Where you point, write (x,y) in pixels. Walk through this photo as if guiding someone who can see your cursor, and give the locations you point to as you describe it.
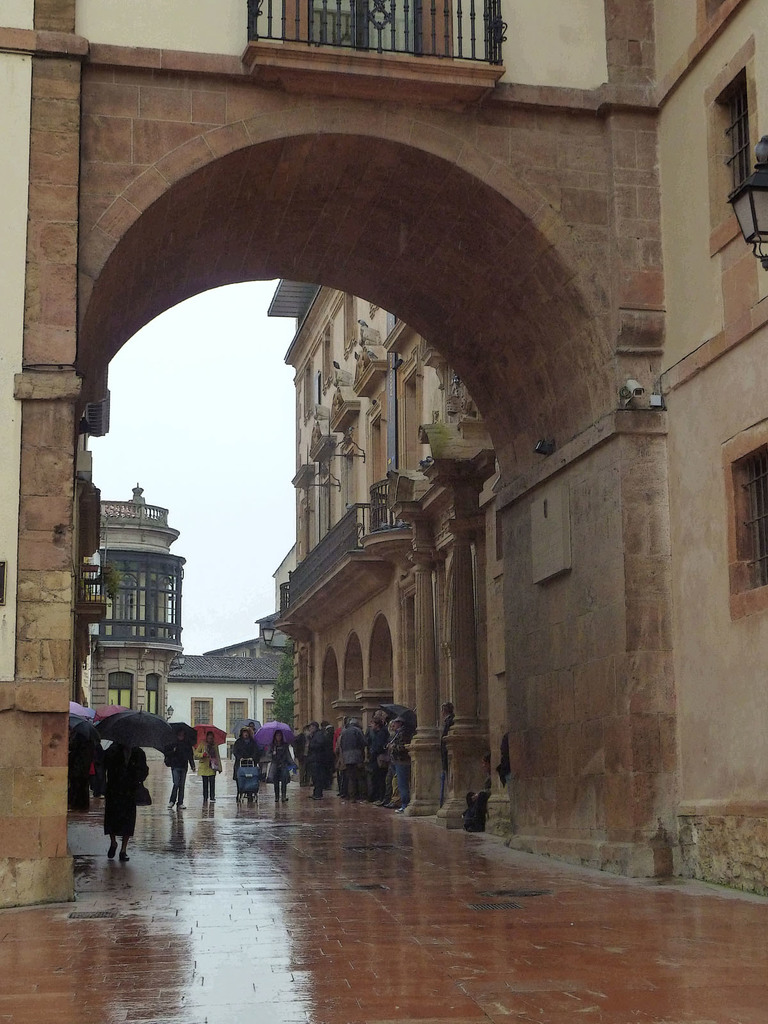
In this picture there are people (127,767) in the center of the image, by holding umbrellas (138,744) in their hands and there is a window (402,28) at the top side of the image (377,34) and there is a lamp (753,220) on the right side of the image (741,188), there are buildings (352,544) in the background area of the image (352,544).
